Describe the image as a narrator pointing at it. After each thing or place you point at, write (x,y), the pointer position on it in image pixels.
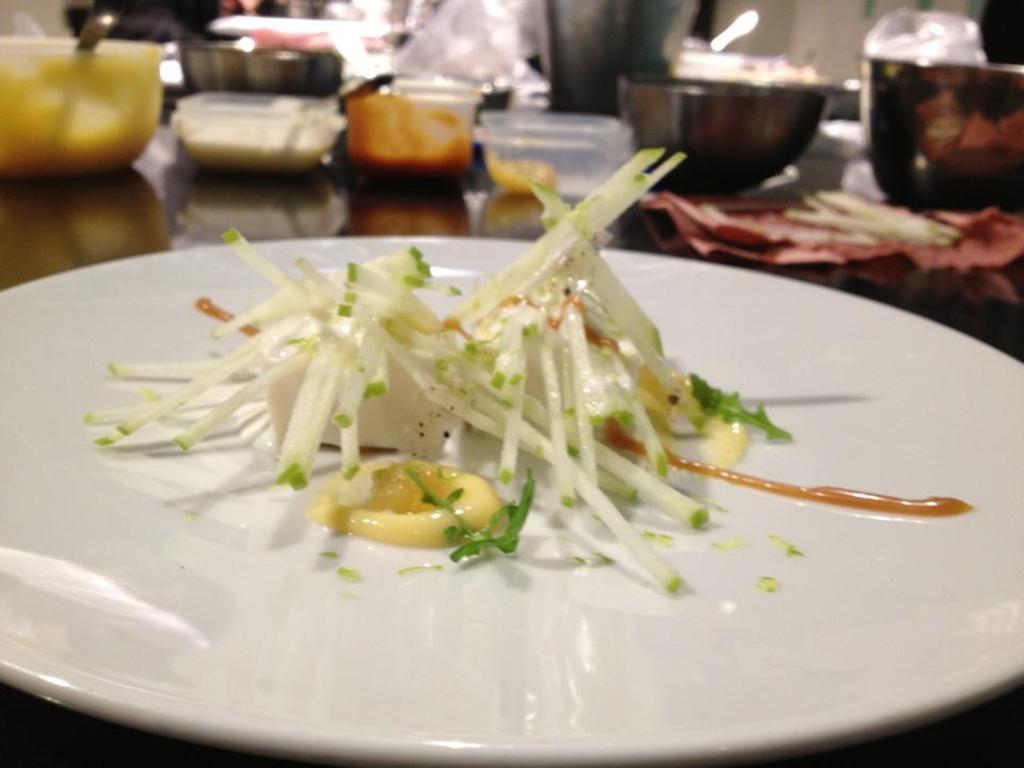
Here I can see a table (156,246) on which there is a plate (246,550) which consists of some food item (465,487). Along with the plate (897,408) there are few bowls (900,111), boxes (580,168) and some other objects (740,200) are placed.
